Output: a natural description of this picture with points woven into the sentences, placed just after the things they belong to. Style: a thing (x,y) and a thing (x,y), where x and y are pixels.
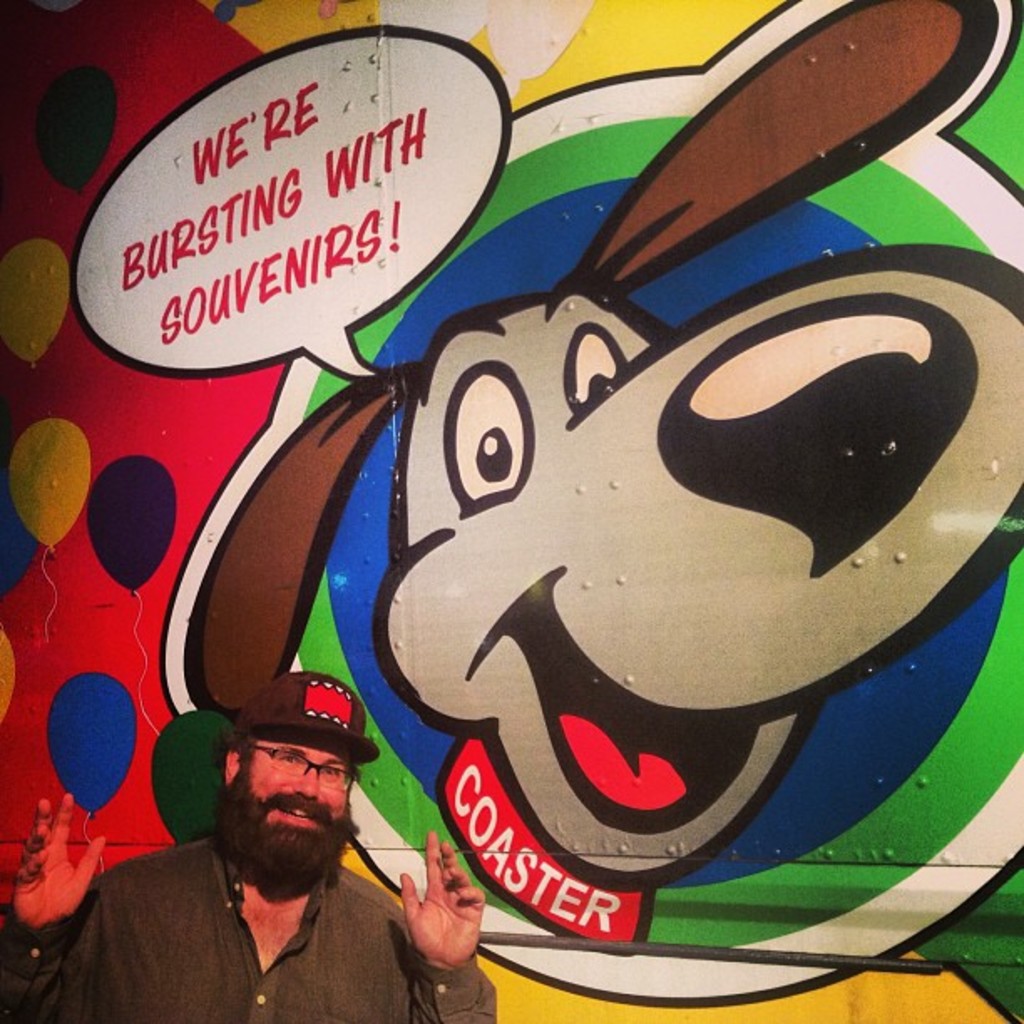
In this image I can see a person (296,868) wearing hat (265,735) is standing. In the background (558,399) I can see a huge wall (586,460) and a colorful painting (586,460) on the wall (457,514).
